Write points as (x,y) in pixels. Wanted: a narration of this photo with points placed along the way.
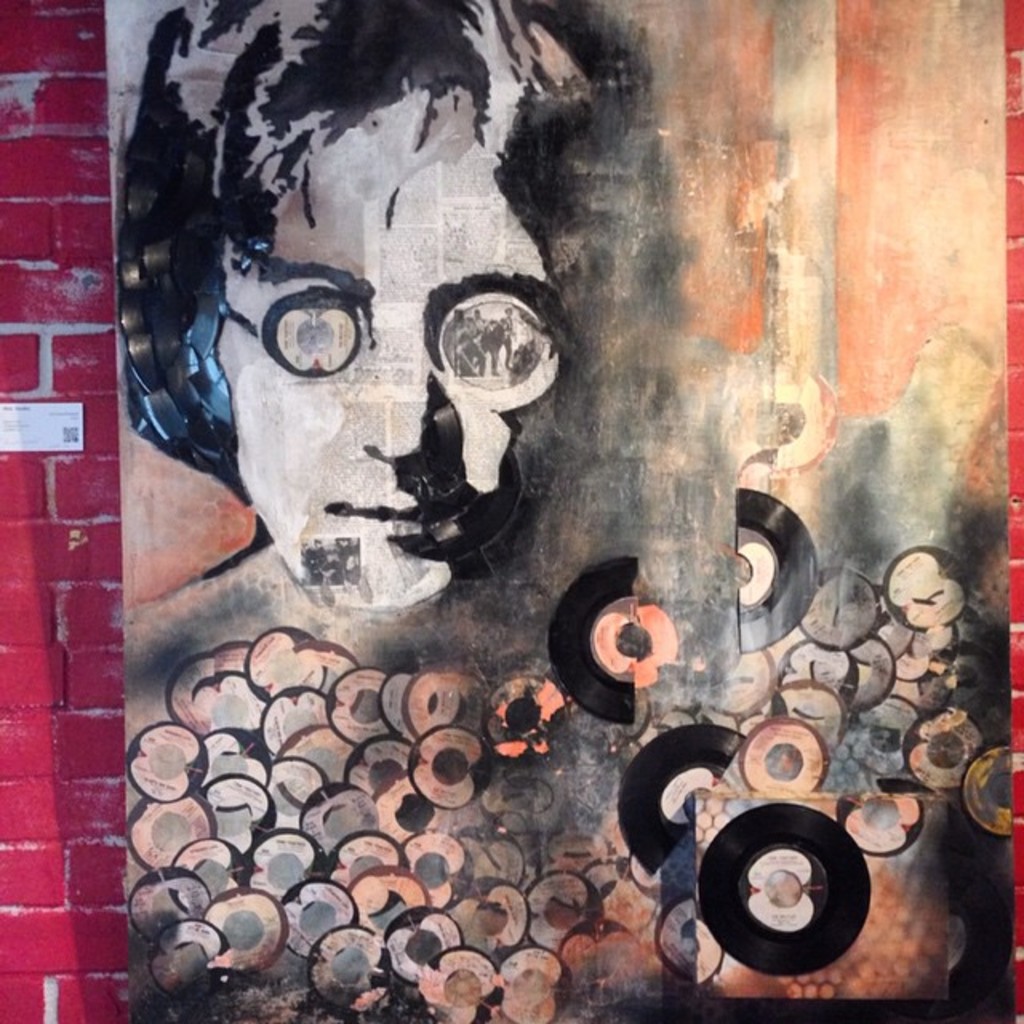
In the picture I can see the painting (261,534). In that painting (309,486) I can see a person's face (326,318) on the wall (62,388).
